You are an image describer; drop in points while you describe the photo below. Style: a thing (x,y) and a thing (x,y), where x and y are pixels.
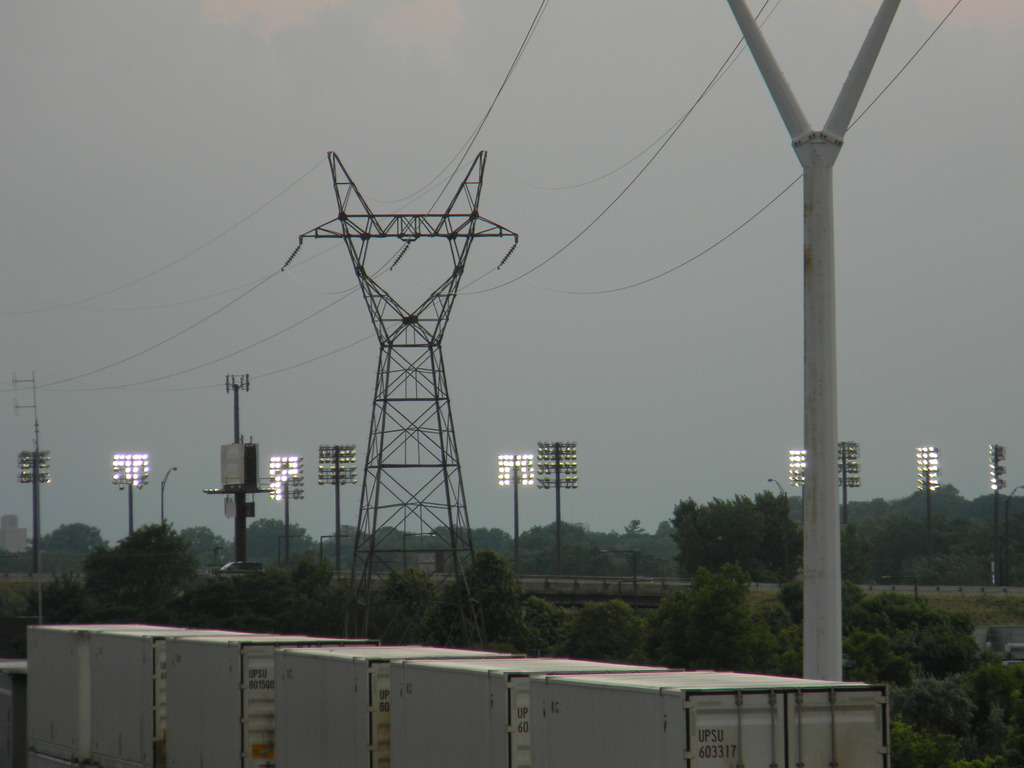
In this image we can see trees (85,553), poles (447,487), lights (574,476), cables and other objects (1014,586). At the bottom of the image (456,708) there are some containers (412,732). At the top of the image (525,59) there is the sky (221,96).
